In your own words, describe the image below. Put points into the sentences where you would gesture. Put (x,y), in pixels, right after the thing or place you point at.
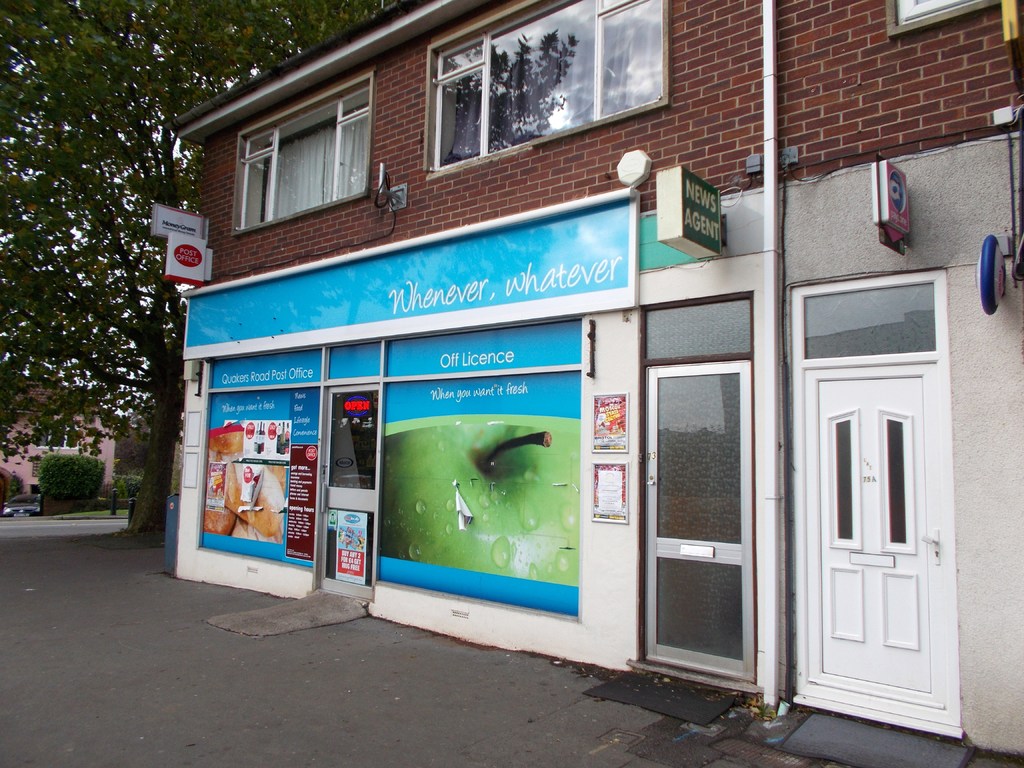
In this image, we can see some houses (349,434). Among them, we can see a house (302,84) with windows (565,118), curtains (477,125) and doors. We can also see some boards (276,337) with text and images (249,536). We can see a tree (88,296) and some plants (81,481). We can see a vehicle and the ground (72,558) with some objects (129,501).
